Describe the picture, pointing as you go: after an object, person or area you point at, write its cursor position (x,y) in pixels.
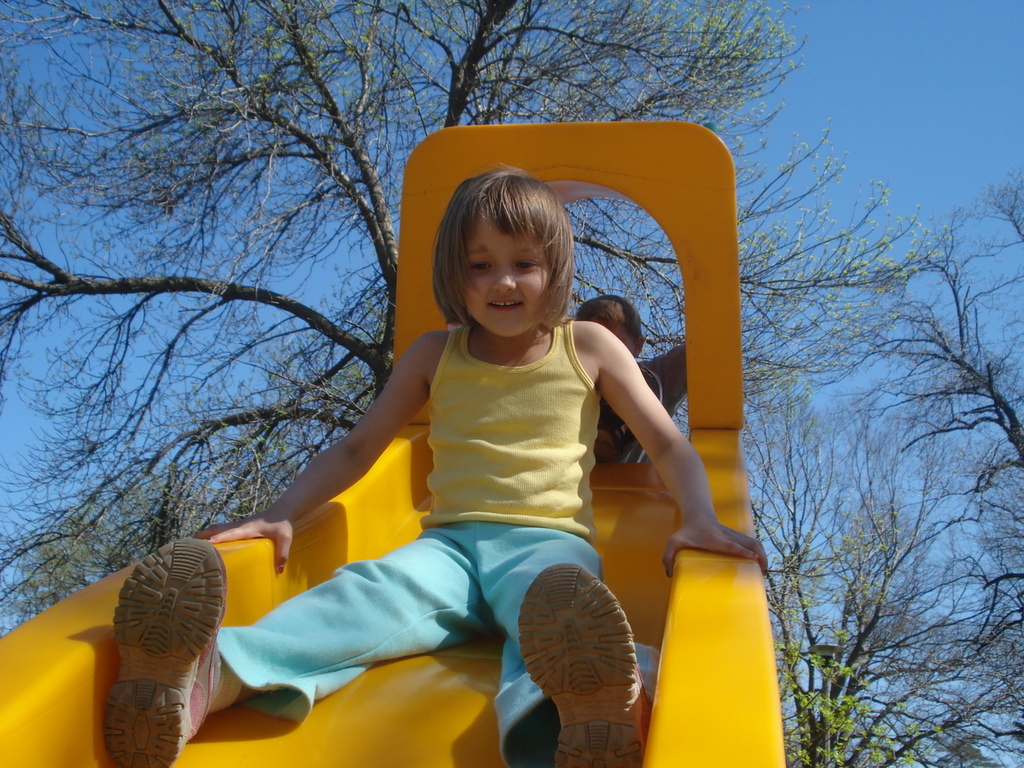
In the picture we can see a playground equipment (637,598) on it, we can see a girl child (592,396) and behind her also we can see another child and in the background (164,472) we can see some trees (930,689) and sky (997,34).
